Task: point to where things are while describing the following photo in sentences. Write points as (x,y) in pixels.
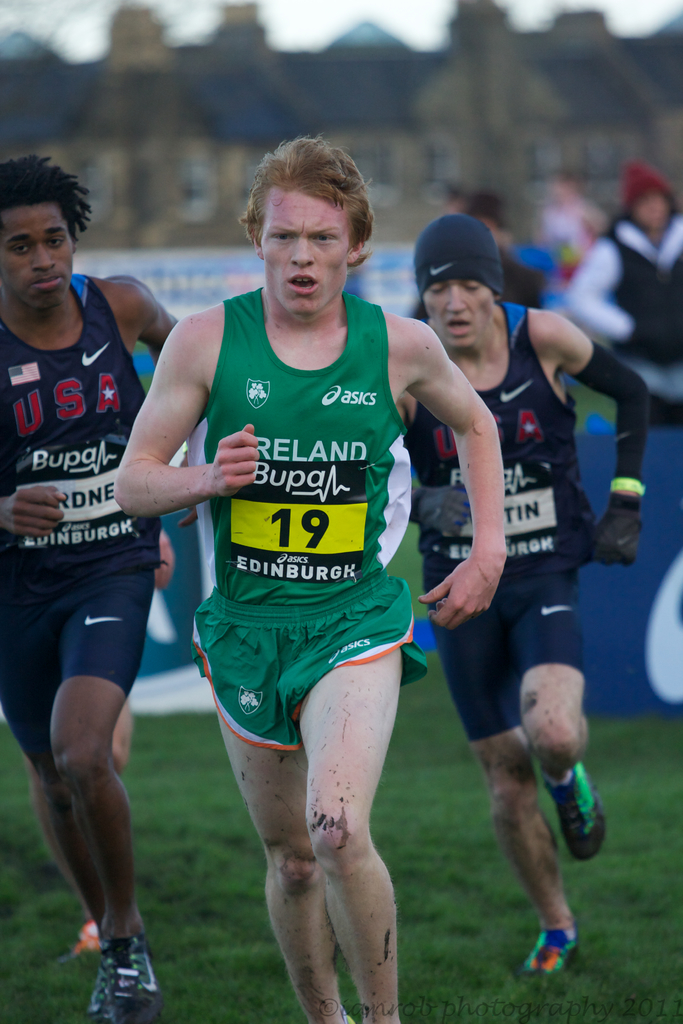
In this picture there are three people (167,369) running. At the back (626,286) there are three people (484,209) and there are boards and there is text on the board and there is a building (677,74). At the top (302,13) there is sky (308,2). At the bottom (407,898) there is grass (459,850).
